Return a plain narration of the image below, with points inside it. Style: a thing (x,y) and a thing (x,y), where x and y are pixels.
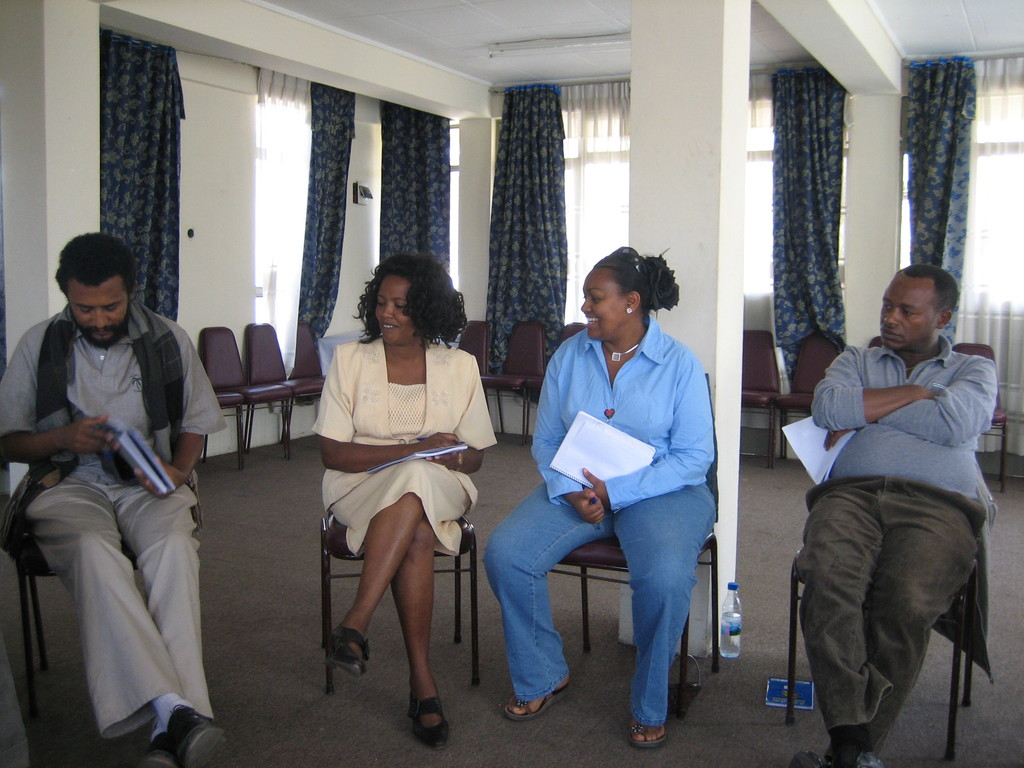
In this image in front (153,401) there are four persons (915,549) sitting on the chairs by holding the book (647,458). Behind them there are chairs (745,344), curtains (789,330). At the bottom of the image (315,716) there is a mat (296,631).
